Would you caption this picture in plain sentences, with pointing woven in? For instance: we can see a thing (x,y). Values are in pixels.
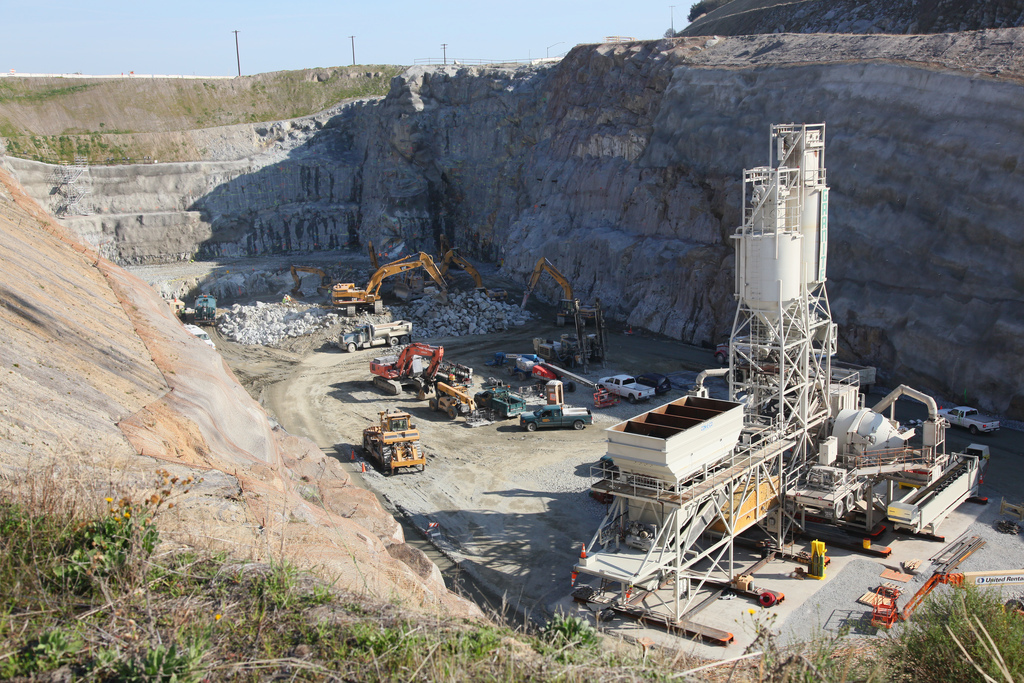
In this image, we can see the ground (433,436). We can see some vehicles (419,362) and rocks (415,311). We can also see a white colored object (847,443). We can see some hills (614,251) on the left (97,457) and right. We can see some grass (359,93). There are a few poles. We can see the sky (427,46).
